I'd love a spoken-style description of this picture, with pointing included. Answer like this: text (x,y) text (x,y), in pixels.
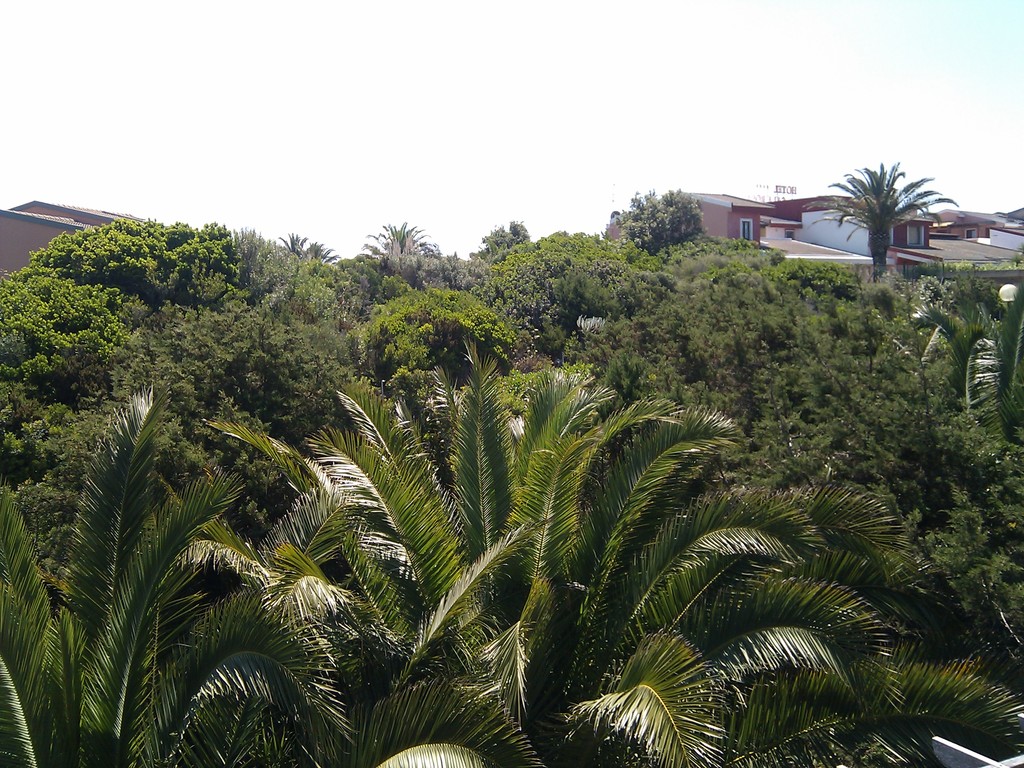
In this picture we can see trees (987,661) and light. In the background of the image (868,162) we can see buildings (755,231) and sky (554,82).
